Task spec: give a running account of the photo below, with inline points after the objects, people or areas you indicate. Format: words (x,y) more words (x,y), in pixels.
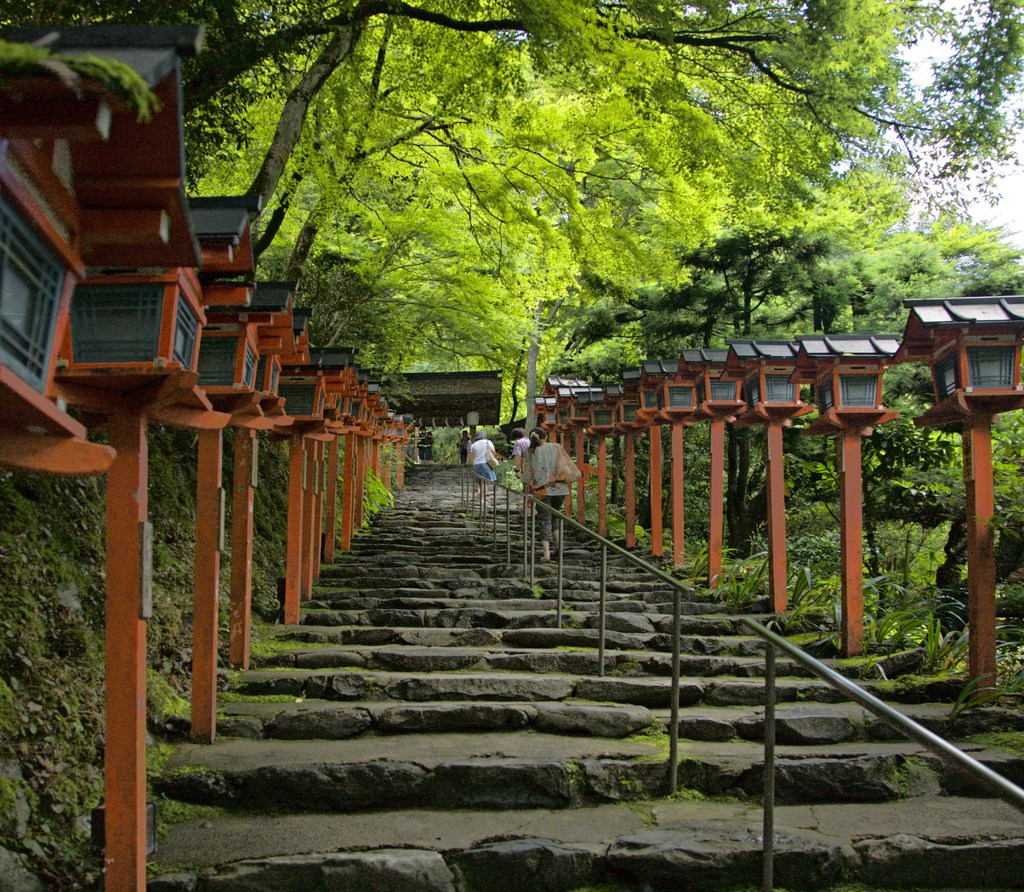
In this image I can see the stairs (607,696) and the railing (559,516). To the side of the stairs (485,550) I can see the poles (399,477). In the background (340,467) I can see many trees (690,524) and the sky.
